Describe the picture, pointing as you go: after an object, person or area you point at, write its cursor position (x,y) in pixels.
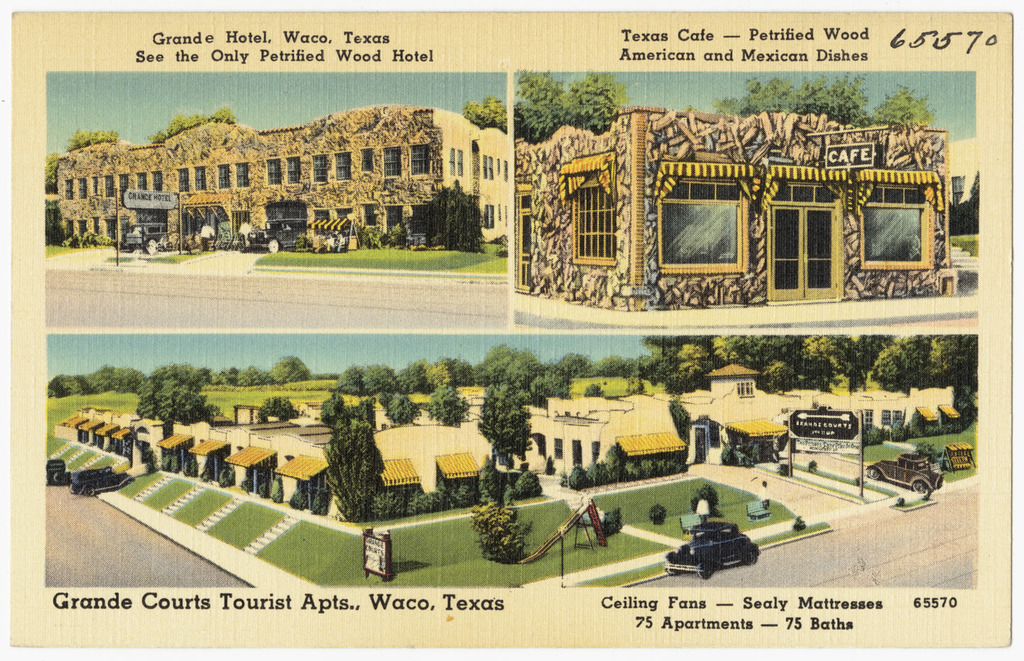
This is a collage image. In this image we can see the pictures of different kinds of buildings (561,285), slide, information boards (831,437), motor vehicles (696,550) on the road (829,529), name boards (819,443), trees (339,390) and sky (410,351) on the paper (524,354).
